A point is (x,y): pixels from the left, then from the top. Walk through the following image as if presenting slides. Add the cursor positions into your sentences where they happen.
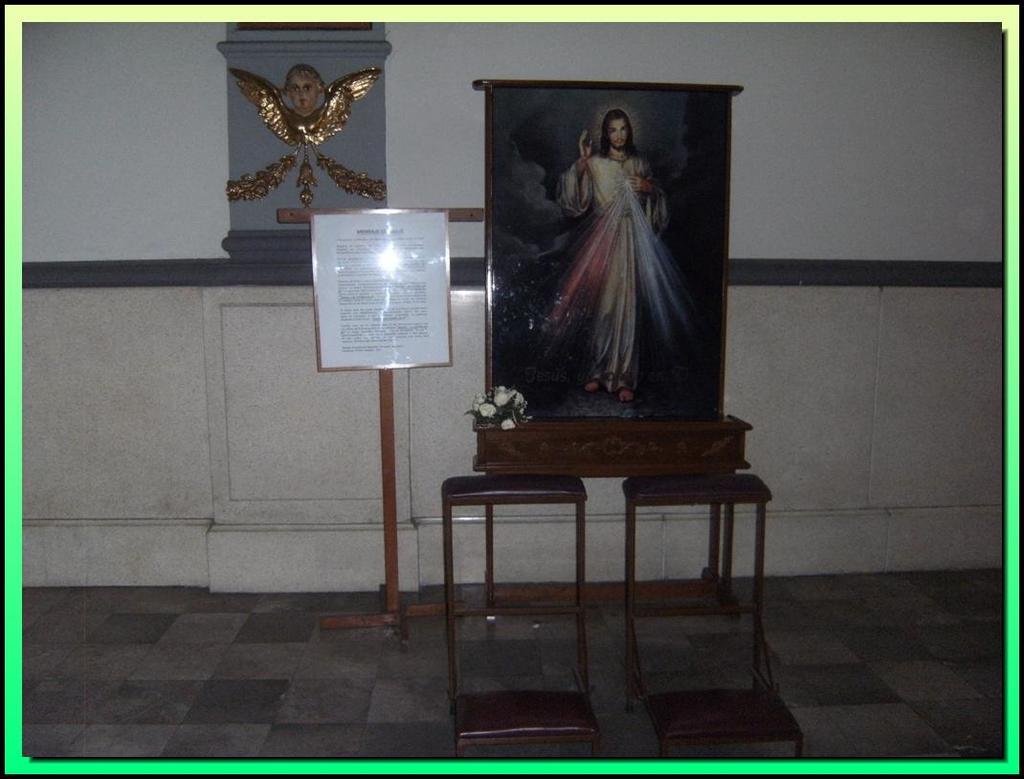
This picture shows a photo frame (558,213) and a flower vase (485,427) and we see couple of tables (474,498) and we see a paper (381,310) with text (368,310) to the stand (378,310) and we see carving (345,188) on the wall (403,44).
